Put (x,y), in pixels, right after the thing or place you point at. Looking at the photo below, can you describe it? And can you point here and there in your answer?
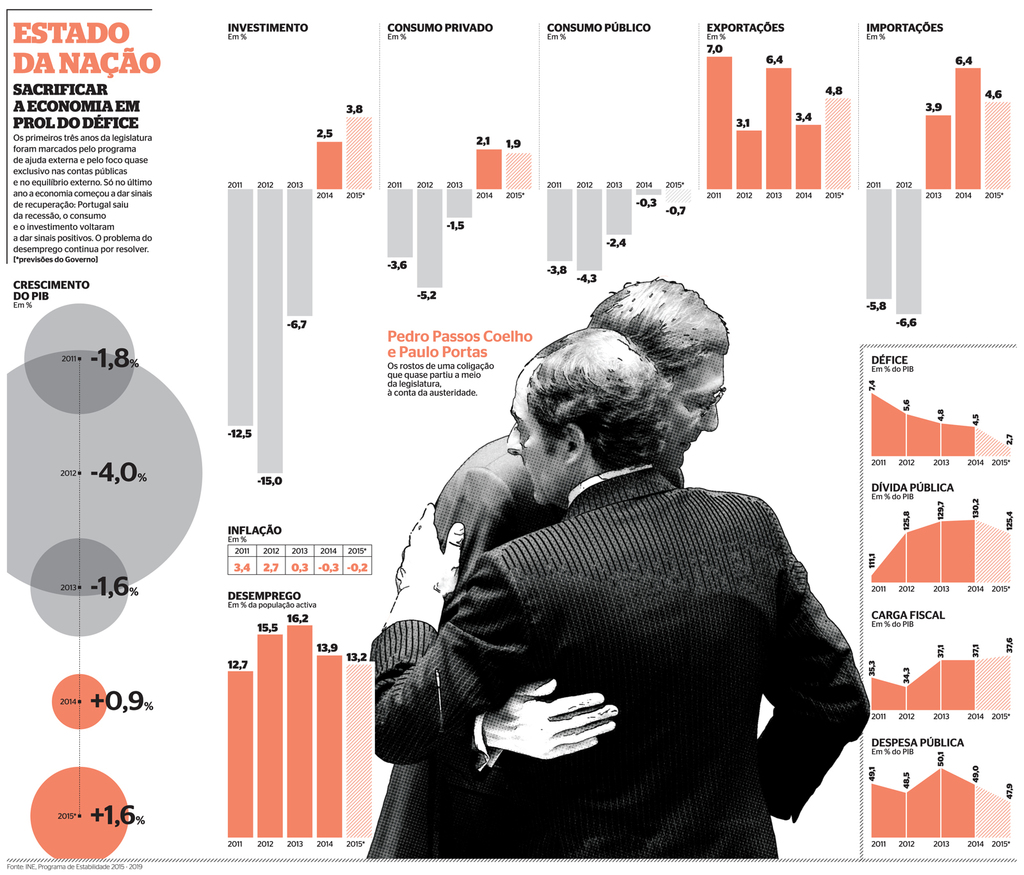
This picture is an edited picture. This is a poster. In this image there are two persons (548,633) standing and hugging. At the back (260,695) there are graphs (358,802), charts (284,809) and there is a text (127,168) on the poster.
